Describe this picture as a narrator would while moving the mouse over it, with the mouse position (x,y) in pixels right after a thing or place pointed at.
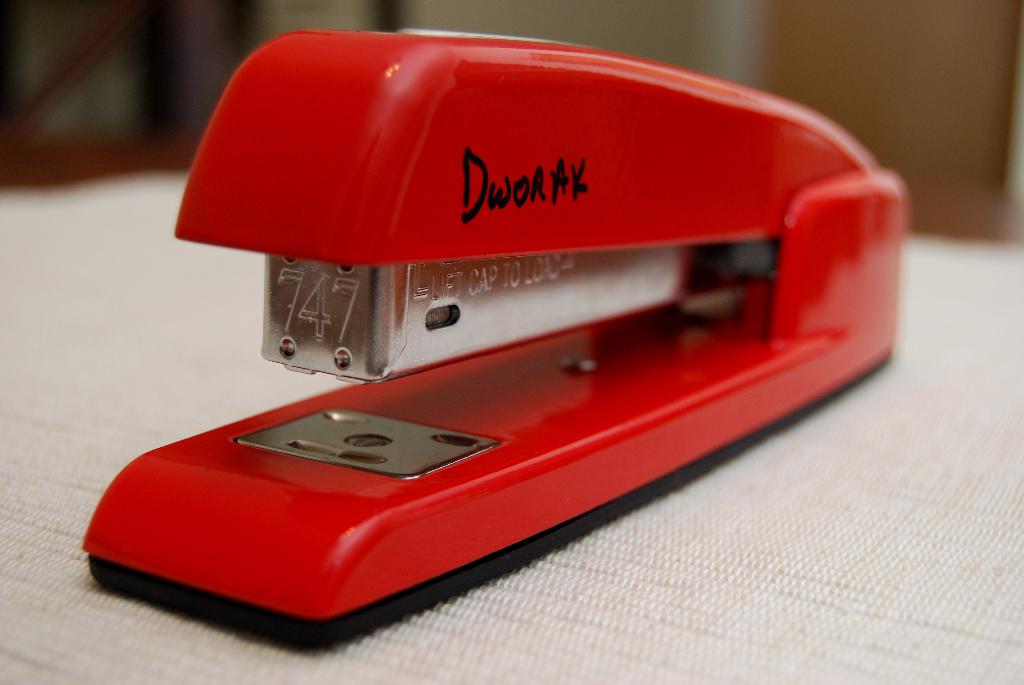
This image consists of a stapler (304,312). It is in red color.
